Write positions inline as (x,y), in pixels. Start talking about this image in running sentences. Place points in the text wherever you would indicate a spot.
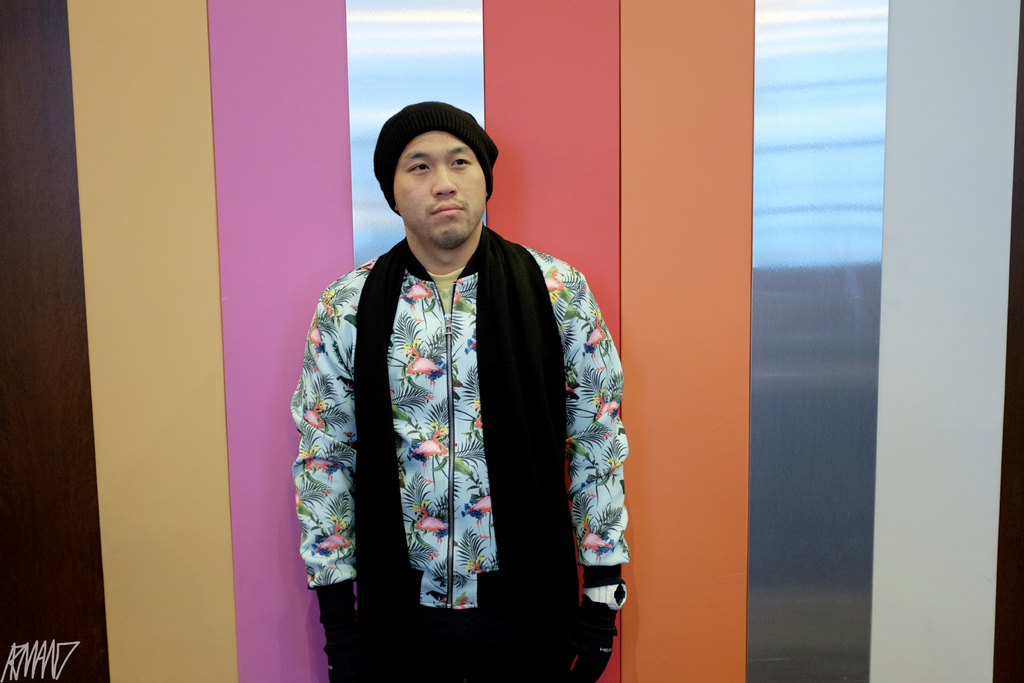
In this image I can see there is a man (475,232) standing and he is wearing a cap (423,112), coat (432,382) and a scarf (548,682). There is a colorful wall (317,157) in the backdrop (107,175) and a watermark (43,667) on the bottom left side of the image (50,671).
